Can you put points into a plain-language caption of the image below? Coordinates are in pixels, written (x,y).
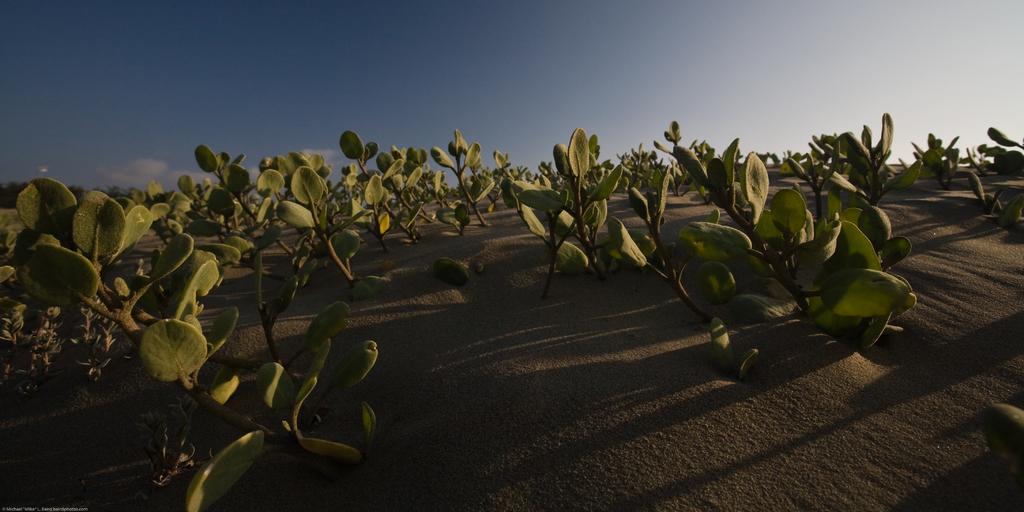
In this image I can see plants (380,205) in a sandy area (547,347). At the top (560,58) I can see the sky (962,148). This image is taken may be in a sandy area (579,287) during evening.
